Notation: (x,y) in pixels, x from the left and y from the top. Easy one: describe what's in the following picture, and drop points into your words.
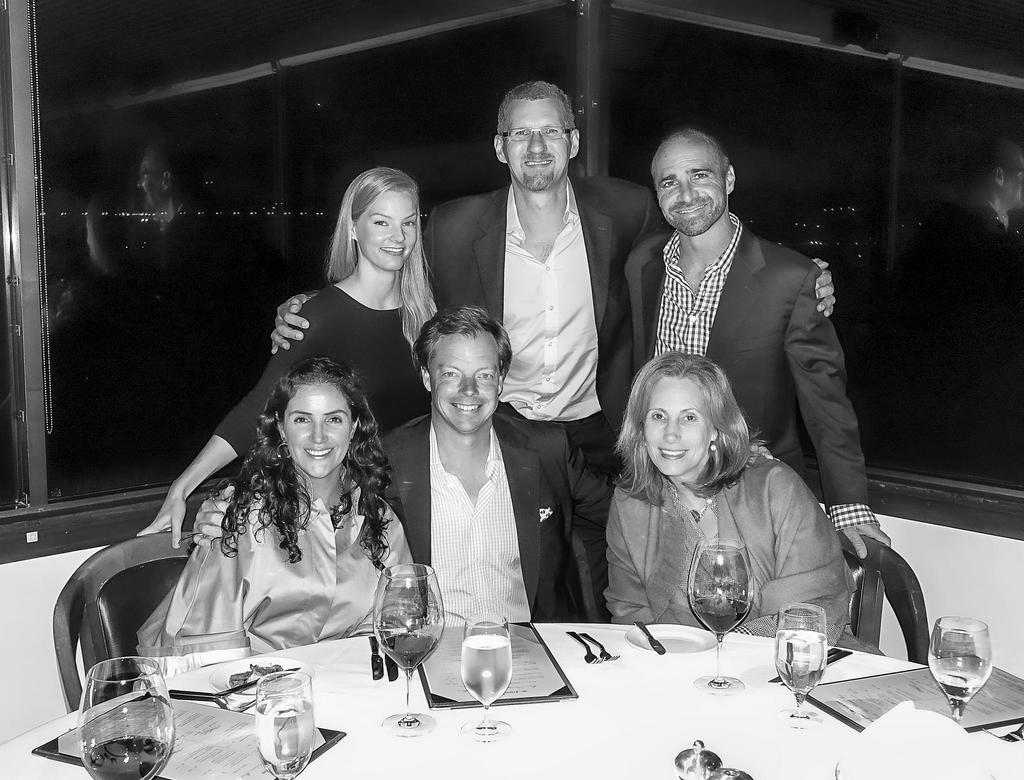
This picture describes about group of people (391,422) few are seated on the chair (178,577) and few are standing they are all smiling, in front of them we can find couple of glasses (89,701), papers (546,662), forks (578,633) and knives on the table (586,701), in the background (311,131) we can see a glass (182,140).
